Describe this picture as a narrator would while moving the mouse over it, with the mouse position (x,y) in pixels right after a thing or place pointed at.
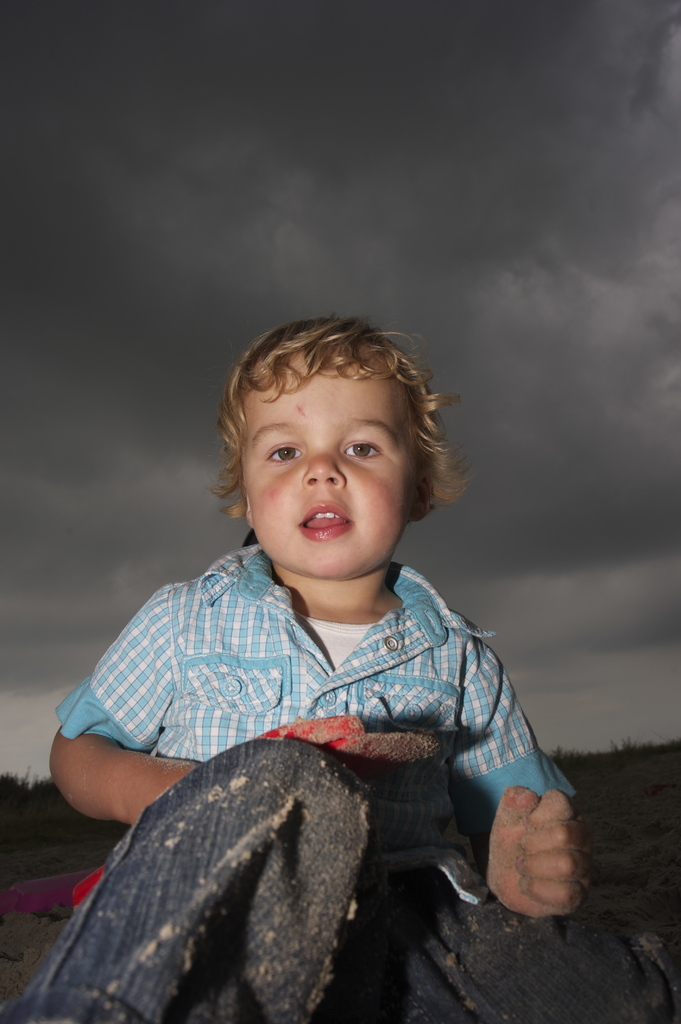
In this image there is a boy (313,669) sitting, he is holding an object (352,740), there is an object (67,893) on the ground (62,862), there are plants (28,779), at the background of the image (586,751) there is the sky (217,314).
